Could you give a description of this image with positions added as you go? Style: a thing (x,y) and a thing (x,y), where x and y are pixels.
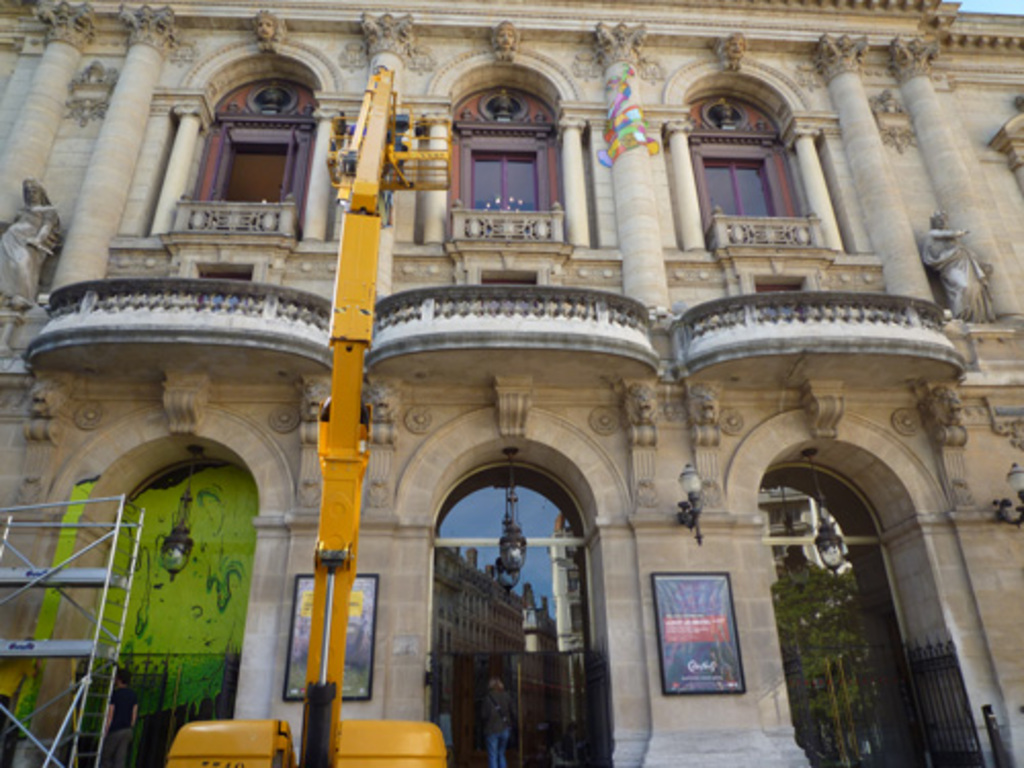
This image is taken outdoors. On the left side of the image (104,572) there is a ladder (102,715) and there is a vehicle (338,736). In the middle of the image (396,382) there is a building (584,486) with a few walls (987,455), grills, doors (525,586), picture frames (693,637), arches (910,597), windows (232,136), railing (275,209), sculptures (14,243) and pillars (98,158).
